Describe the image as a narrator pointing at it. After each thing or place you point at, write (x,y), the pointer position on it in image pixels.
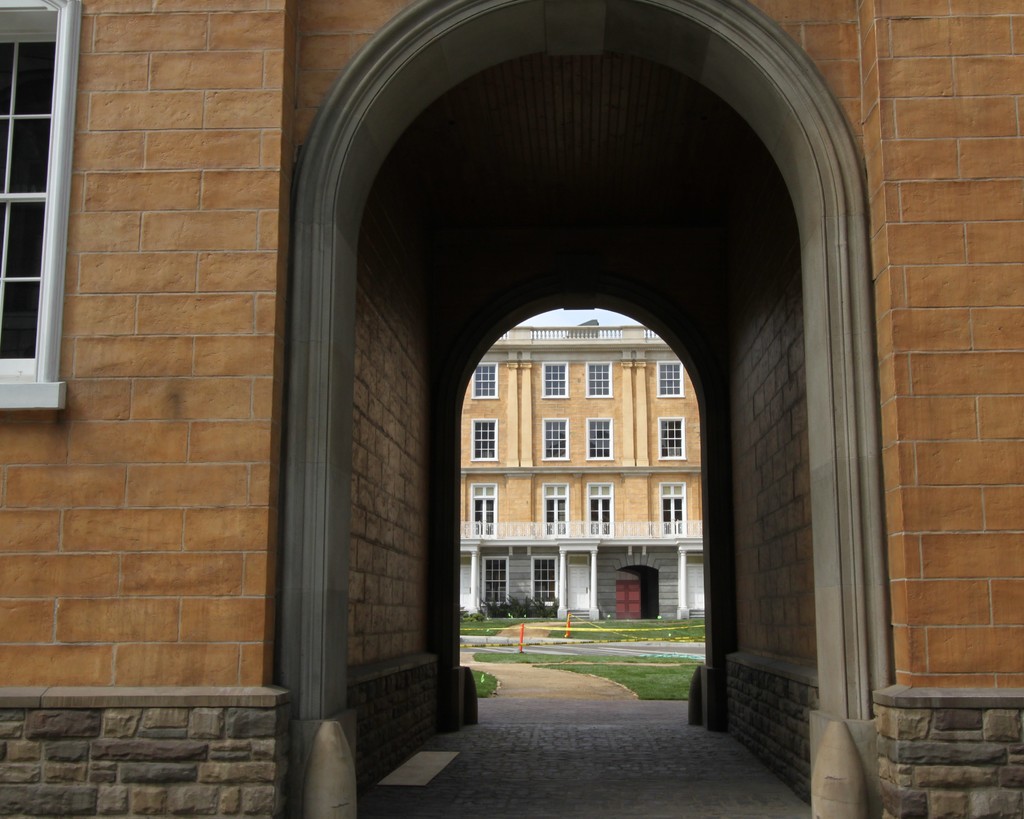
In this picture we can see few buildings (657,386) and grass (652,660).
